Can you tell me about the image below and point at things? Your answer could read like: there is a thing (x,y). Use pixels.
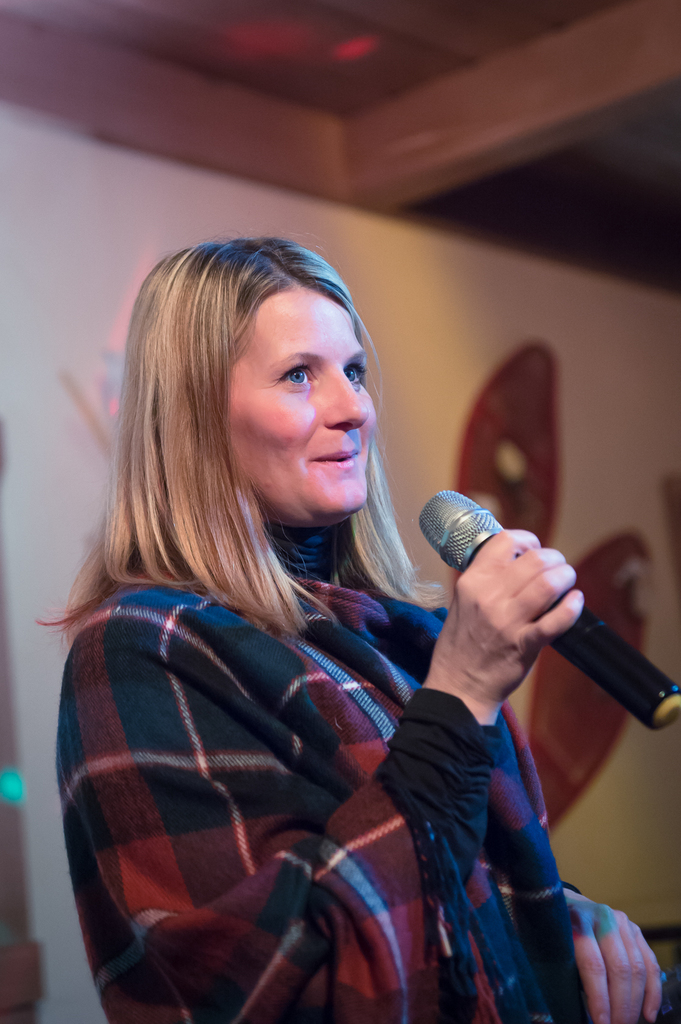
In this image i can see a woman (326,675) is holding a microphone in hand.
